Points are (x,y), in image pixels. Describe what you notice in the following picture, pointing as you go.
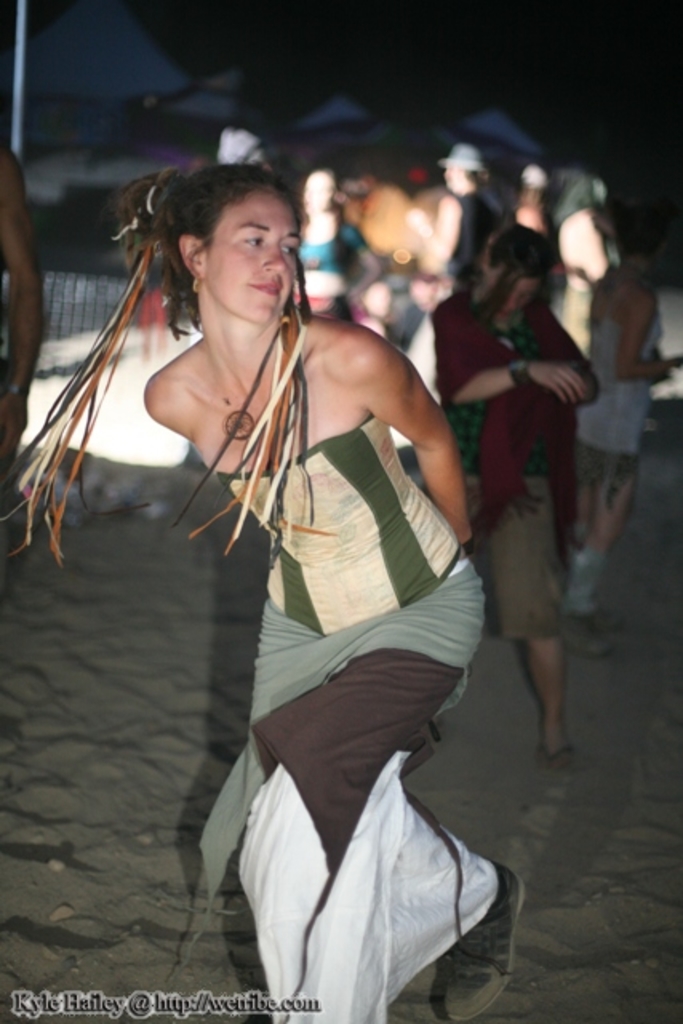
In this image there is a girl (397,608) dancing in the sand (153,852). In the background (508,279) there are few people (462,234) standing on the ground (607,679).
